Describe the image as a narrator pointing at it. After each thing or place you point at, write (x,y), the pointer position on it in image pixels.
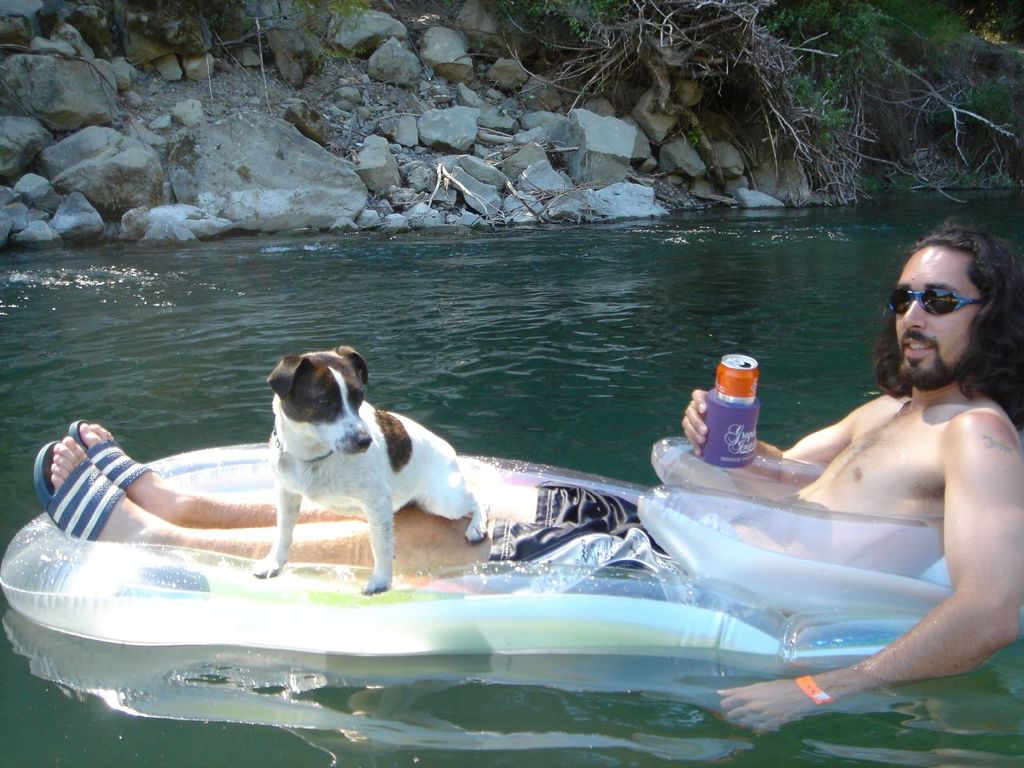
In this image a person (427,515) is lying on a balloon tub (261,617). on his leg (241,515) there is one dog (371,482). He is holding can (743,391). he is wearing glass (941,307). He is having long hair (989,284). This is the river (312,259). These are stones (551,142). These are the plants (919,48) and shrubs (891,51).
